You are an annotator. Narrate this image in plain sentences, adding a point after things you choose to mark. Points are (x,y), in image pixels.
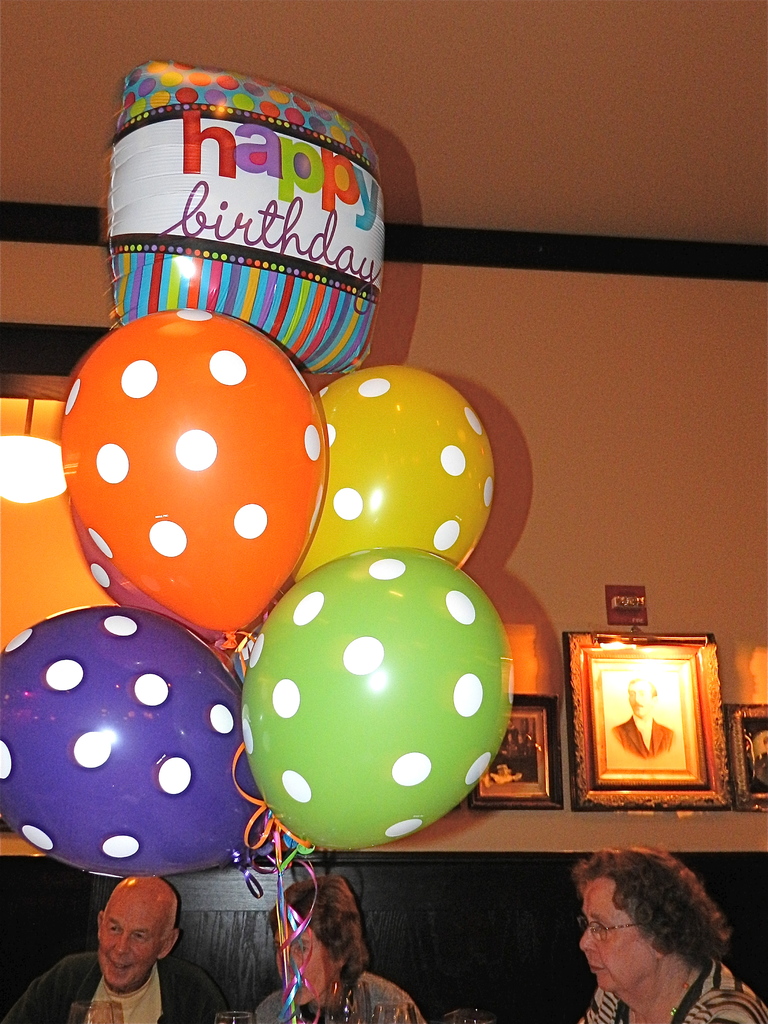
This image consists of three persons (704,933) sitting in a room (38,965). In the front (214,709), we can see the balloons (161,478) in different colors. In the background (646,756), there is a wall (646,542) on which there are three frames (622,767) hanged.
